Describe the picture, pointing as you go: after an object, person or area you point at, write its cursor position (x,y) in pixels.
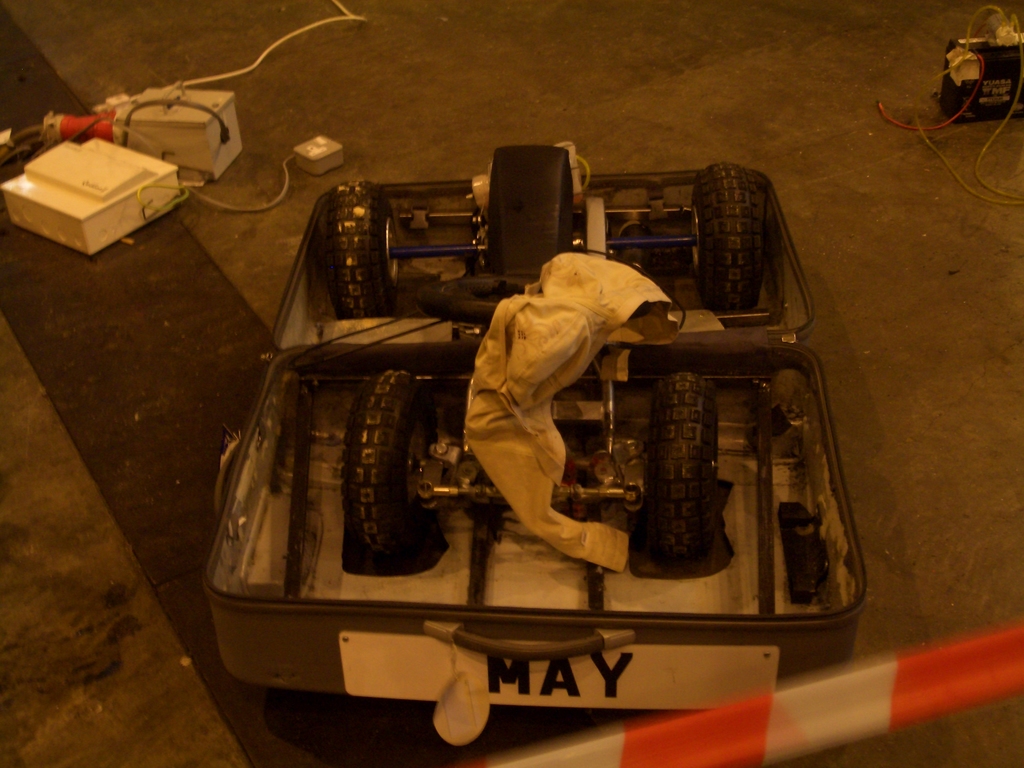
Here I can see a suitcase (309,630) which is placed on the floor (200,382). This suitcase (373,625) is opened and few wheels (694,220) are placed in it and also I can see a cloth (558,356). At the top (88,174) I can see few devices (162,148) and wires (980,62) are placed on the floor (872,140).
